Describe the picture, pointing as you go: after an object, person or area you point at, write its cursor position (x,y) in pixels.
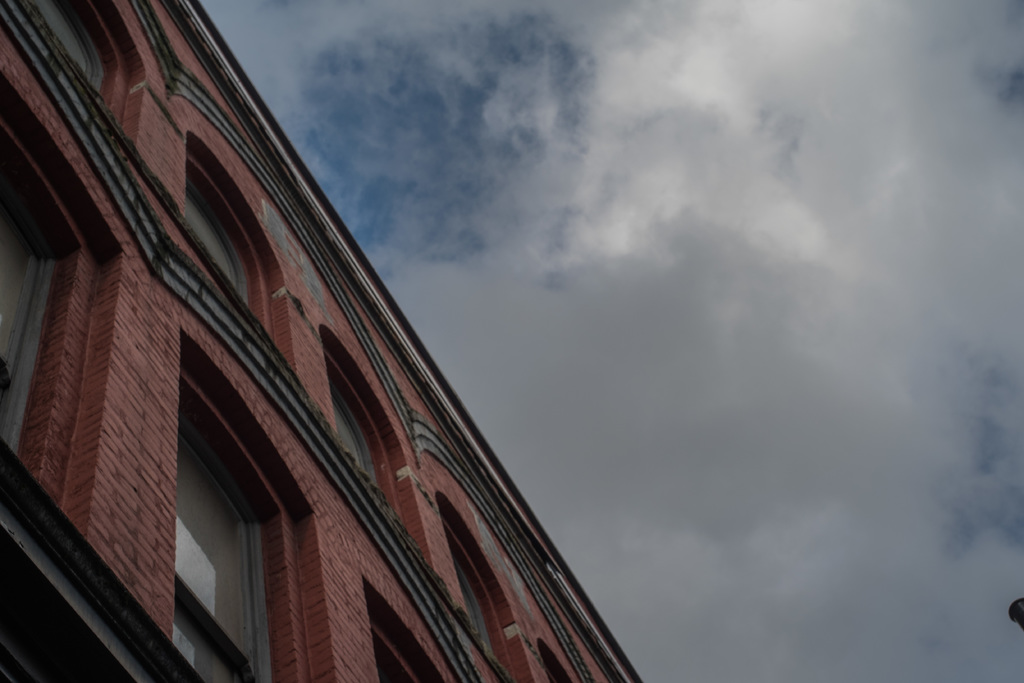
In this picture I can see a red color building (376,393) and number of windows (75,48). In the background (447,275) I can see the cloudy sky (672,344).
